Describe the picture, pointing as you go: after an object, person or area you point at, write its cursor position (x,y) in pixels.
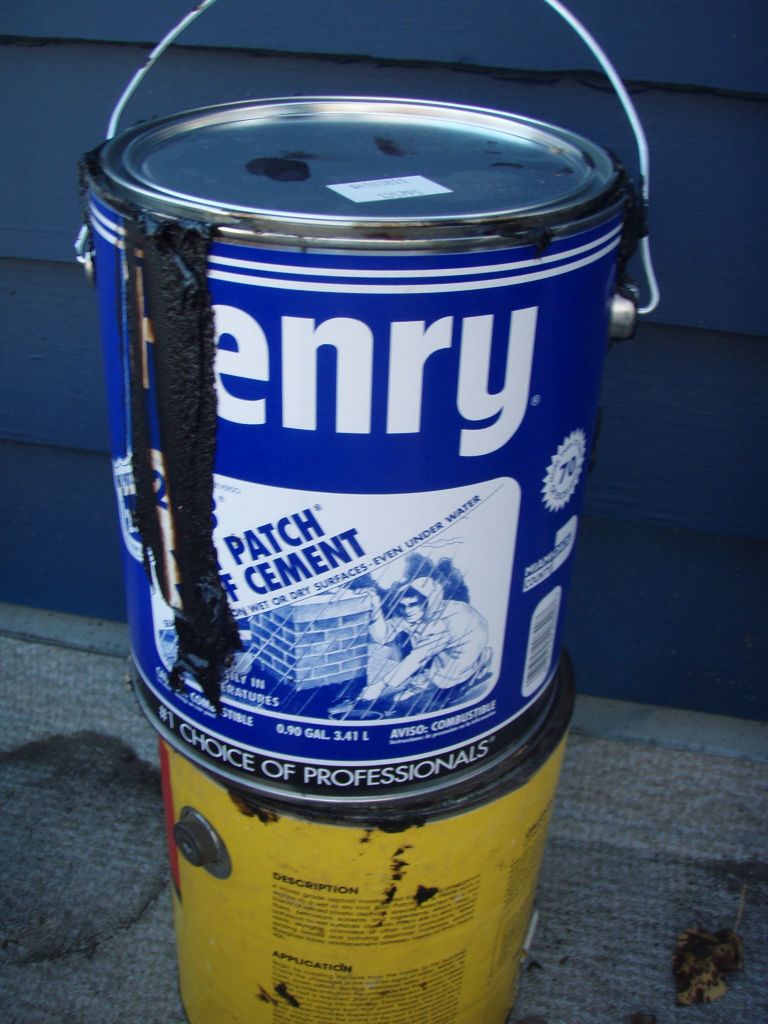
In this picture, it seems like buckets (426,520) in the foreground (408,410).
